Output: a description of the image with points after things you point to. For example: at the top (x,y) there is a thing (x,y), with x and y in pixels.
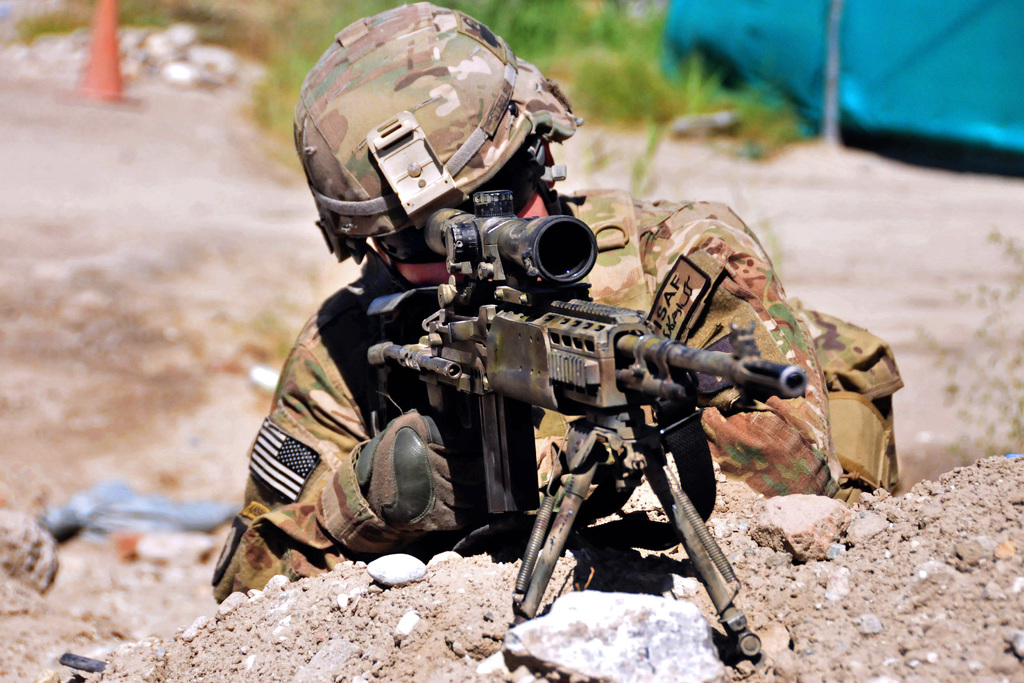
In this image I can see a person (630,236) wearing uniform (621,244), cap (445,189) on the head (445,189) and holding a gun (455,361) in the hands (401,450). In the background (559,42), I can see some plants (535,35) on the ground (203,155). On the right top of the image (826,35) I can see a blue color cloth (890,81).
